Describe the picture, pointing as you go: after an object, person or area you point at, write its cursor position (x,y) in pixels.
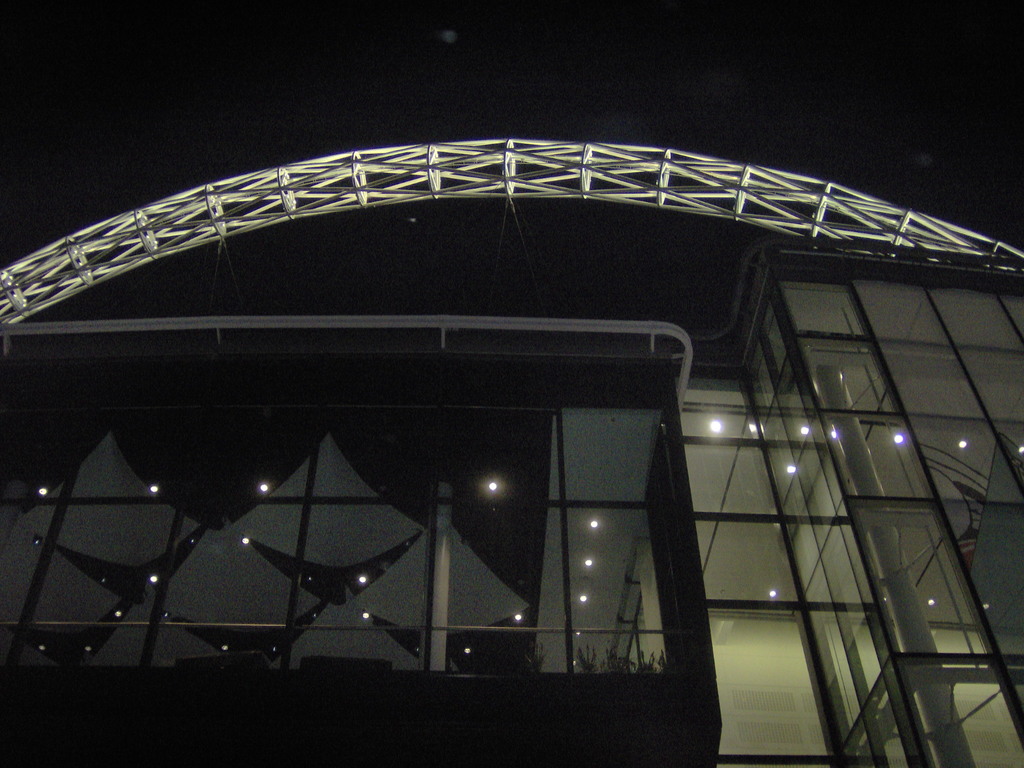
This image consists of a building (530,552) to which there are glasses (555,572). At the top (156,202), there is an arch (570,160). The sky (439,71) is black in color.
